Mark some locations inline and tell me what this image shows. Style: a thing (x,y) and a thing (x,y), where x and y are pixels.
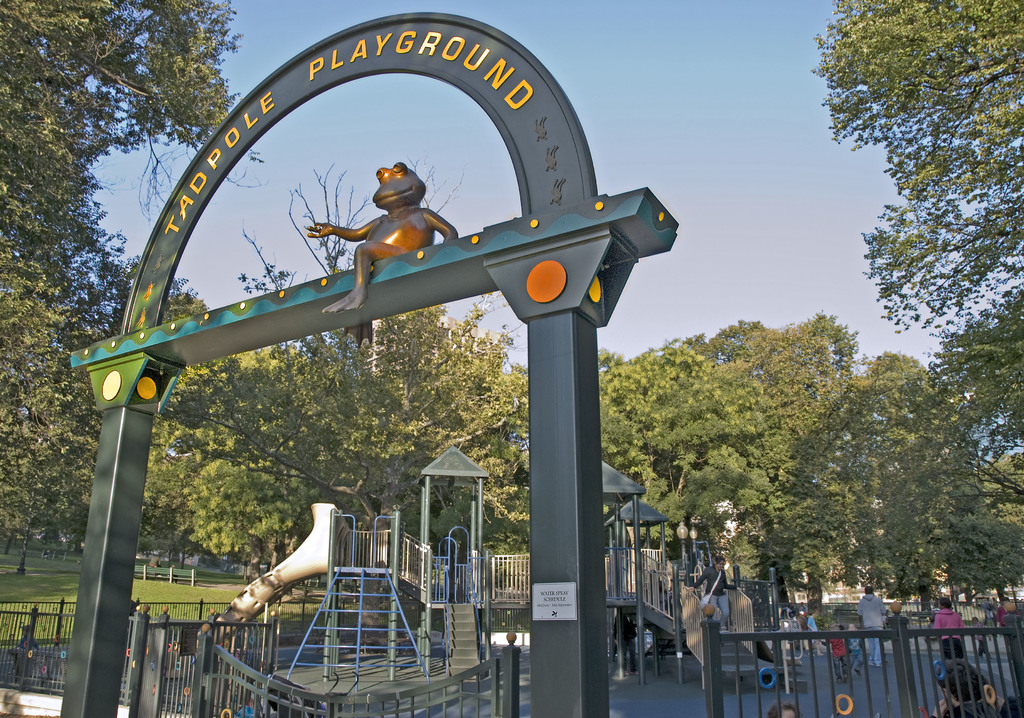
In this picture we can see fence (158,629), trees (426,378), grass (156,596), arch (96,564) and a group of people (952,682) on the ground (845,690) and in the background (608,67) we can see the sky (738,224).
